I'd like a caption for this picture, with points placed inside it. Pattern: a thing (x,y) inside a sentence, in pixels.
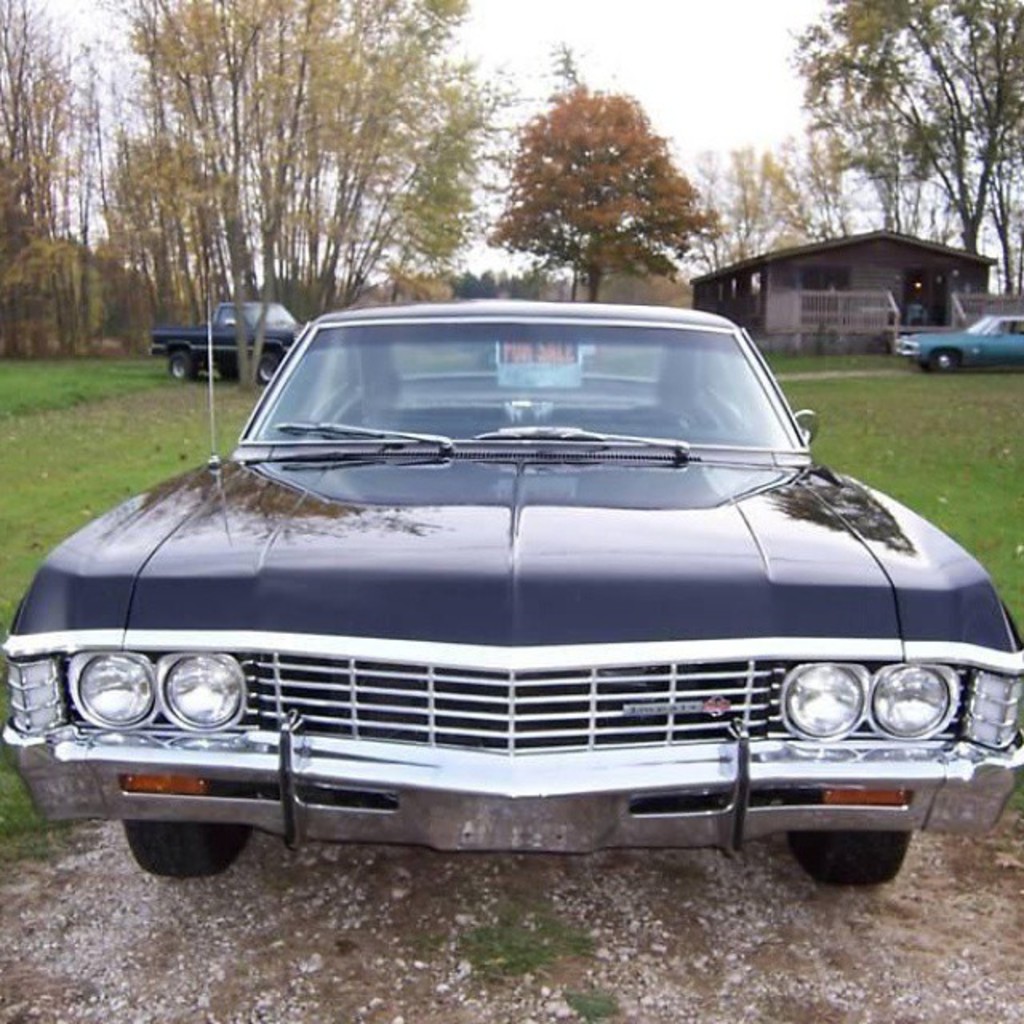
In this image in the center (372,488) there is a car (585,612) on the road (14,928). On the left side (73,471) there's grass (81,443) on the ground (78,411) and there are trees (211,295) in the background (840,285) and there is a cottage (821,303) and there are cars (987,359). The sky (700,82) is cloudy.
